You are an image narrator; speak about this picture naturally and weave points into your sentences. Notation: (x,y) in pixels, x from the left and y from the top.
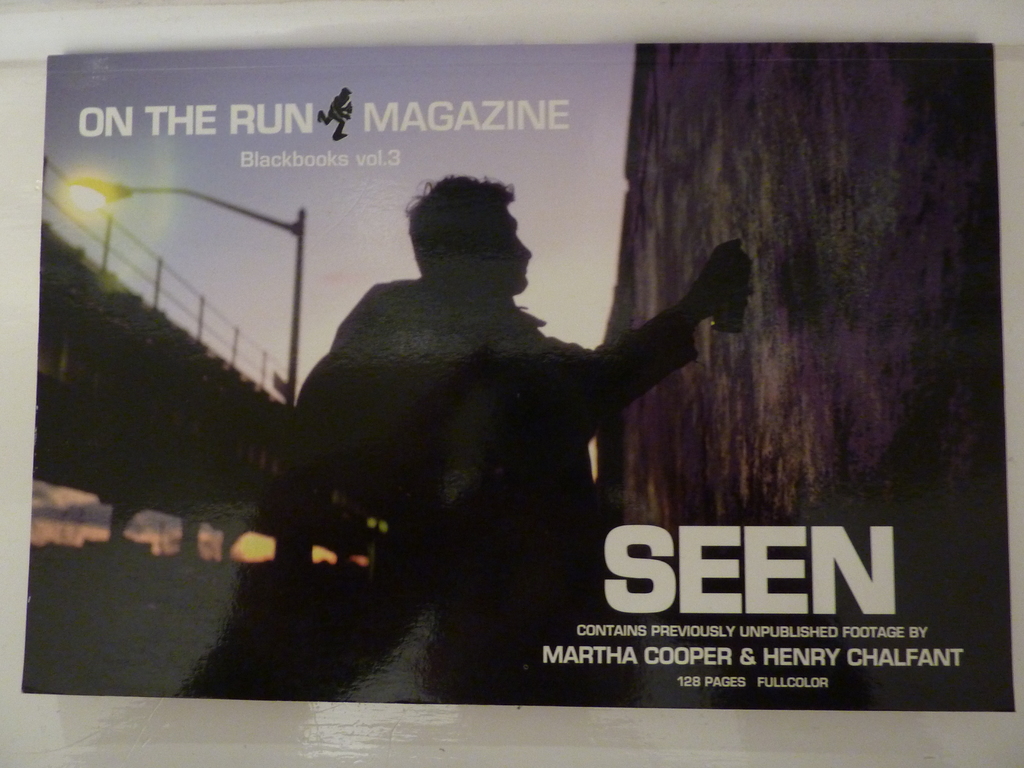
In the center of the image (382,348) there is a man (431,426). On the right side of the image (767,415) there is a wall (800,398). On the left side of the image (71,187) there is a bridge (275,413) and street light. In the background (253,244) there is a sky (262,150).
